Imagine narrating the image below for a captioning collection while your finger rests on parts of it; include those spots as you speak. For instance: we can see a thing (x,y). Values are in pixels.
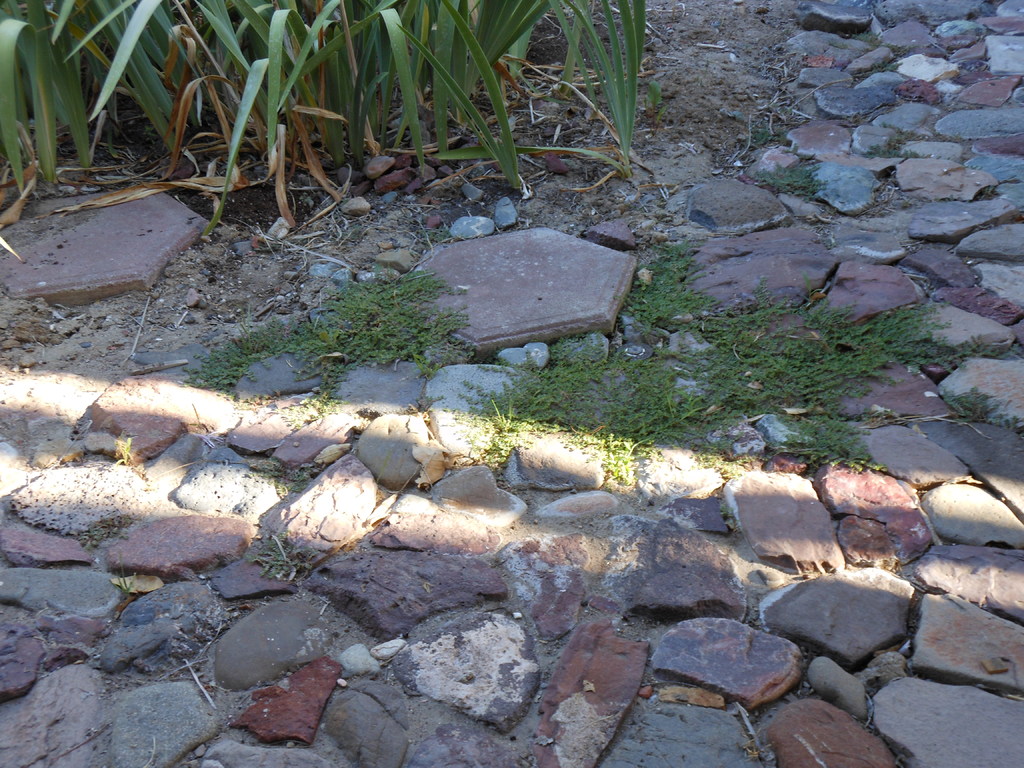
In this picture we can see some stones (174,208) and plants (196,188) on the ground (441,231).
